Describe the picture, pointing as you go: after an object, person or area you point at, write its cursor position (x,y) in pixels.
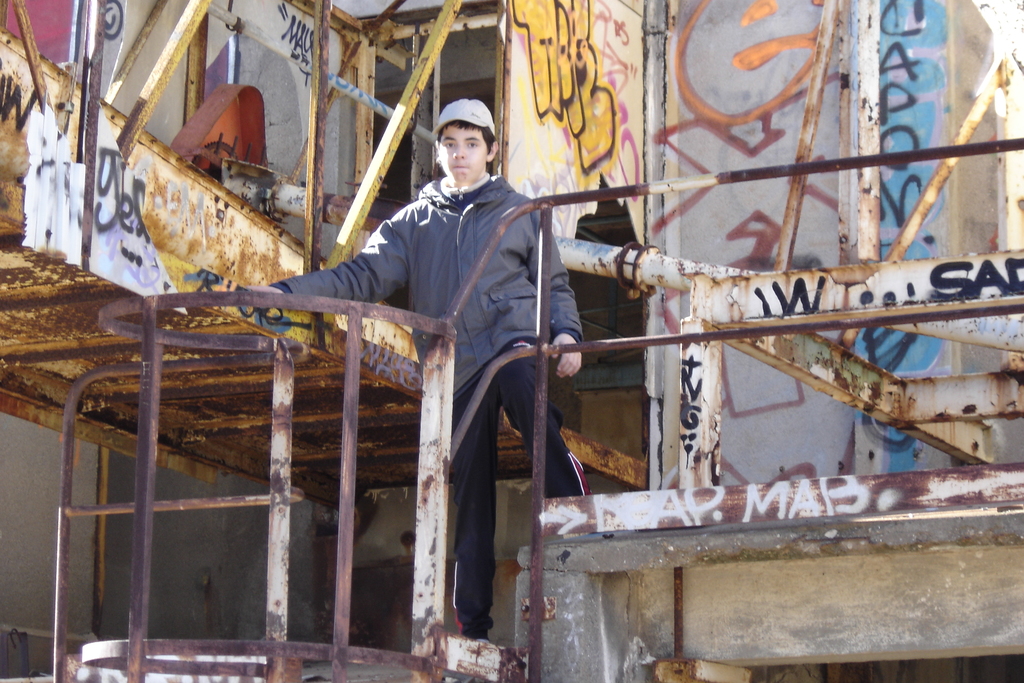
In this image we can see a boy (488,563). He is wearing a jacket (526,291) and there is a cap (483,123) on his head (477,157). Here we can see the metal block fence (425,361). Here we can see the graffiti (551,32) on the wall (303,104).
